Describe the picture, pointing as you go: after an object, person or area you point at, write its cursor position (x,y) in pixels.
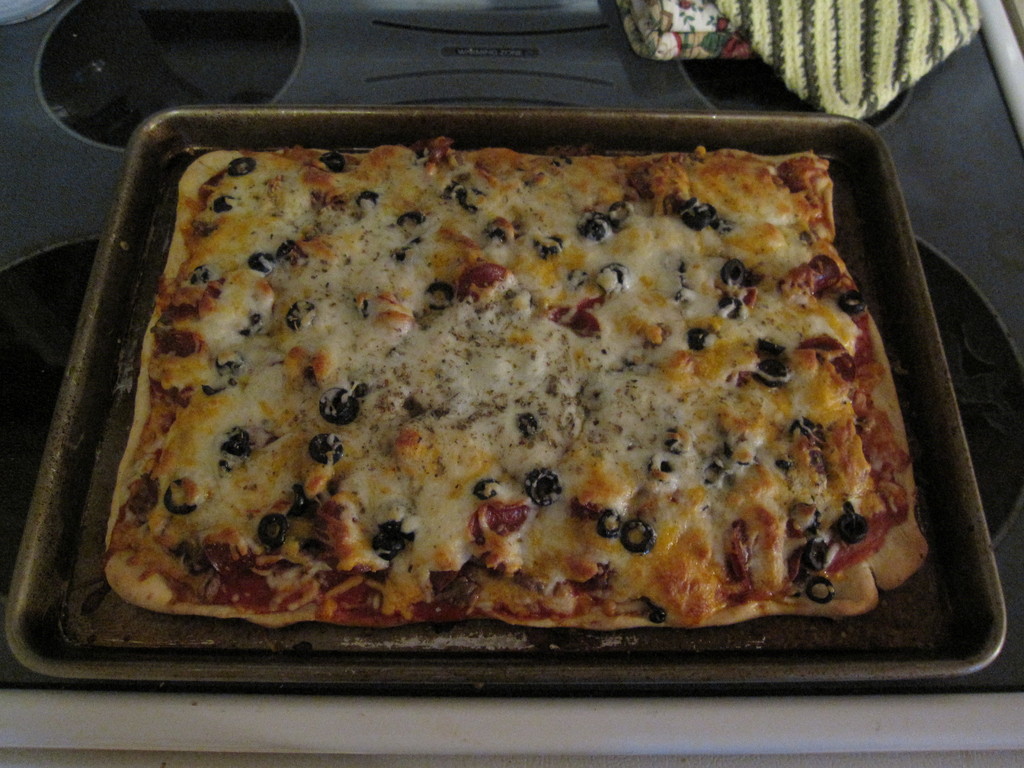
In this image in the center (420,359) there is one tray (79,385), in the tray (139,323) there is pizza (344,403) and at the bottom (67,723) it looks like a stove (979,161). And at the top of the image (783,40) there are some cloths (790,62).
